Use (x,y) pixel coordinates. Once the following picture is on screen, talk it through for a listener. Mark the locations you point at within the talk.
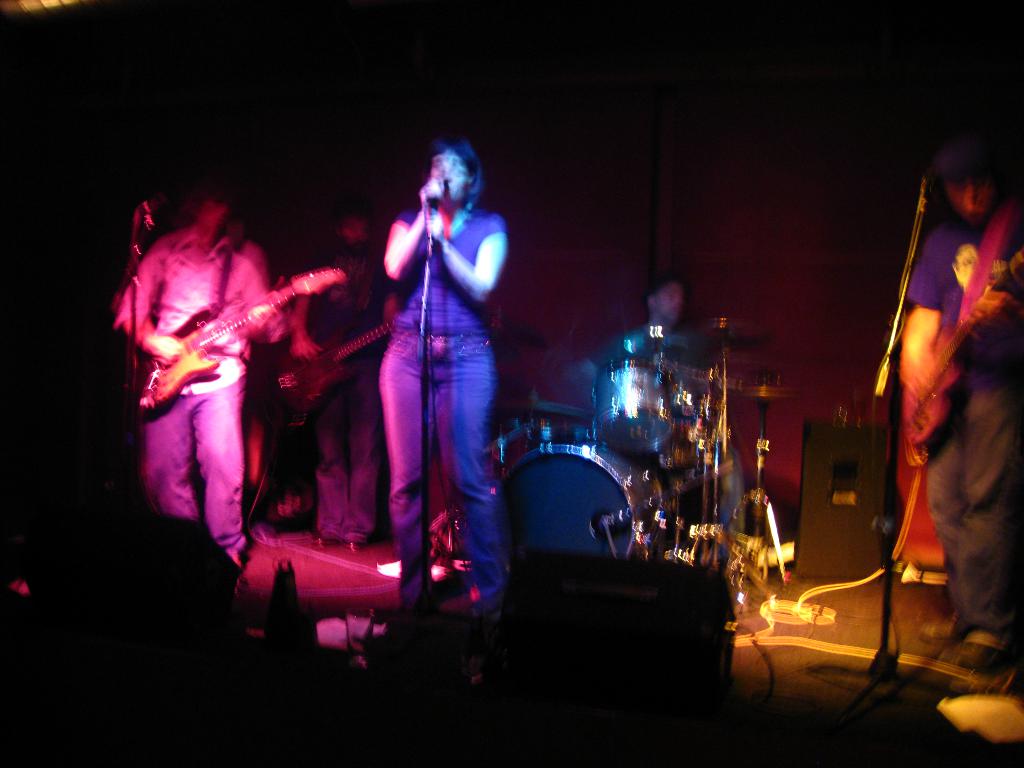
This image is taken in a concert. In the middle of the image (458,479) a woman (456,185) standing holding a mic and singing. In the left side of the image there is a man (238,495) standing holding a guitar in his hands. There are few musical instruments (700,477) on the stage (732,709).
